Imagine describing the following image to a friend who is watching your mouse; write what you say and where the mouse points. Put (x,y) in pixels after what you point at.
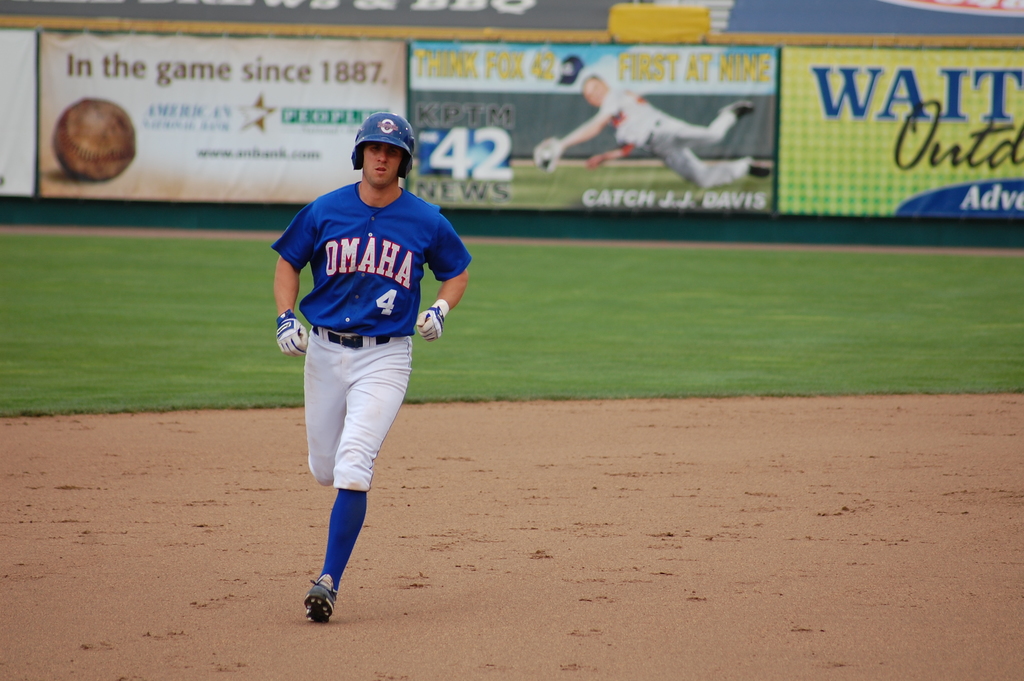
In this image we can see a sports man (382,356) running. In the background (951,139) there are boards (751,134). At the bottom (191,578) there is ground (498,580).
